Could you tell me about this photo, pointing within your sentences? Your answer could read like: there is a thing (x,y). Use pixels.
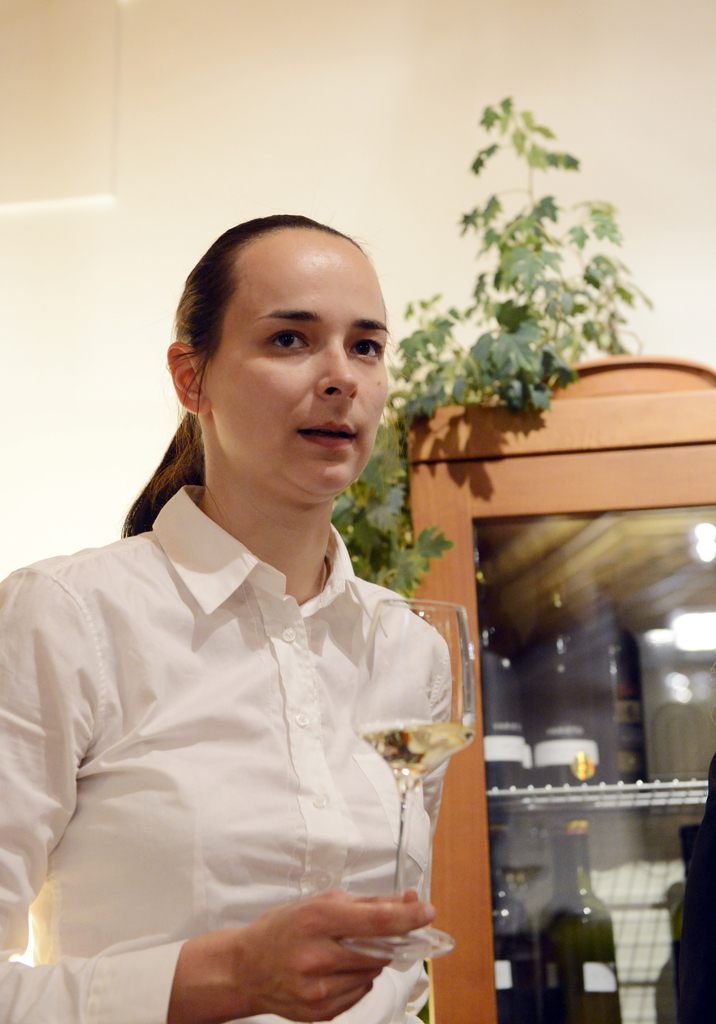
This is a picture of a lady (179,520) who wore a white shirt (159,639) and holding a glass (462,611) in her right hand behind her there is a shelf (560,479) in which there are some bottles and a plant (403,510) above it.
